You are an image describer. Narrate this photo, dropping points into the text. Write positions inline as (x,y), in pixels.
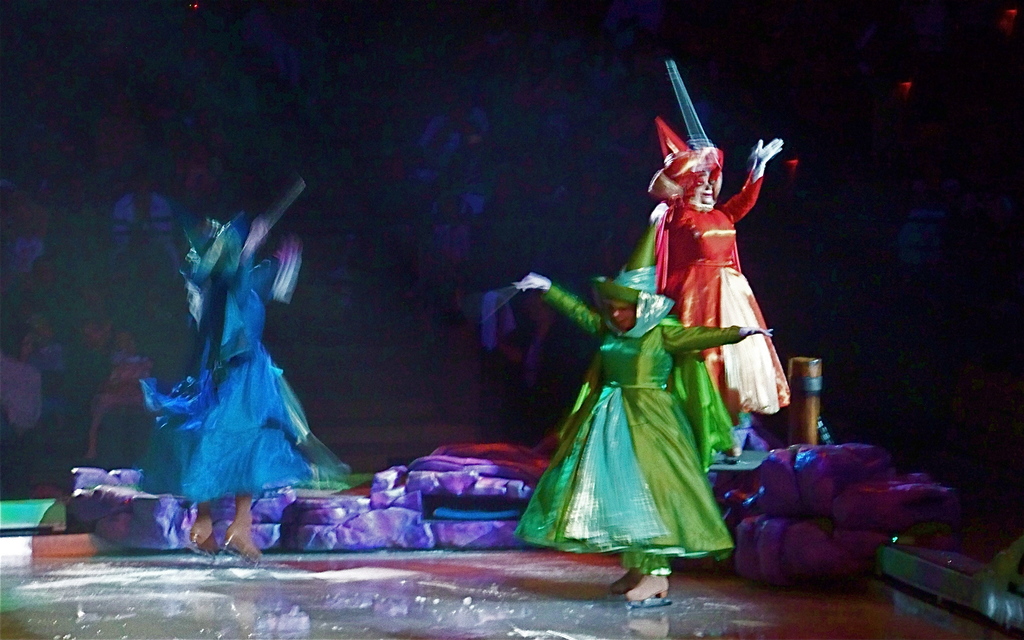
In the picture I can see three persons (728,375) wearing fancy dress (576,320) and there are few objects (479,486) beside them and there are audience (445,163) sitting in the background (136,186).
